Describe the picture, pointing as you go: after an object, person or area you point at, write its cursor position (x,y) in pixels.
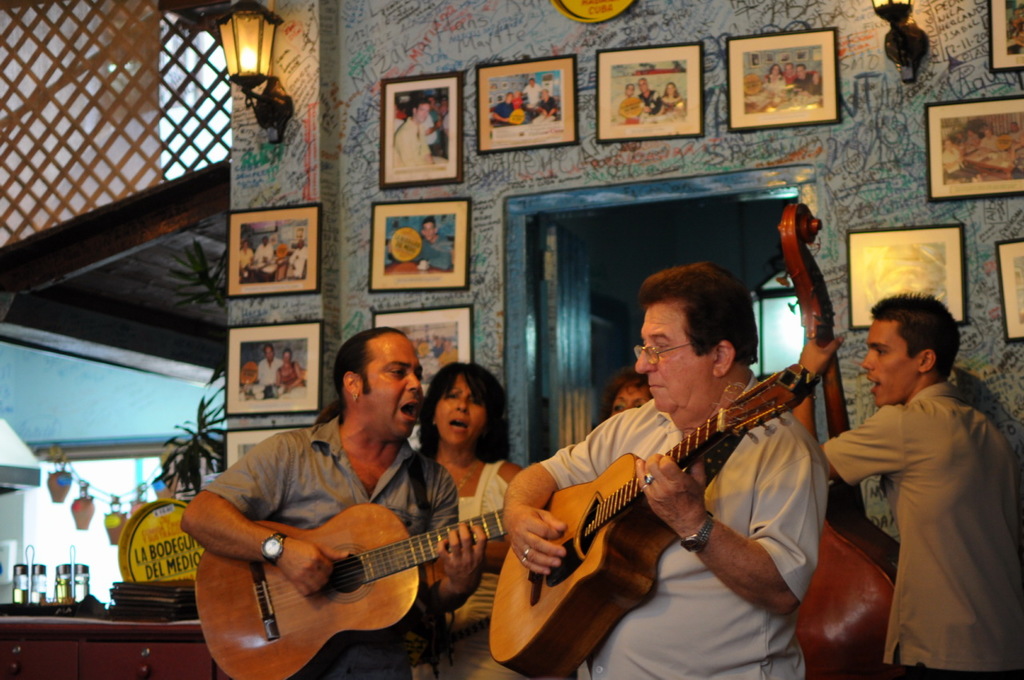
In this picture there are two men (353,484) who are playing a guitar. There is a woman (503,451) at the background (465,394). There is another woman (631,394). To the right (974,424) there is a man (946,539) who is playing a musical instrument (859,558). There are many frames (457,147) on the wall (354,107). There is a lantern (243,70) attached to the wall (275,144).
